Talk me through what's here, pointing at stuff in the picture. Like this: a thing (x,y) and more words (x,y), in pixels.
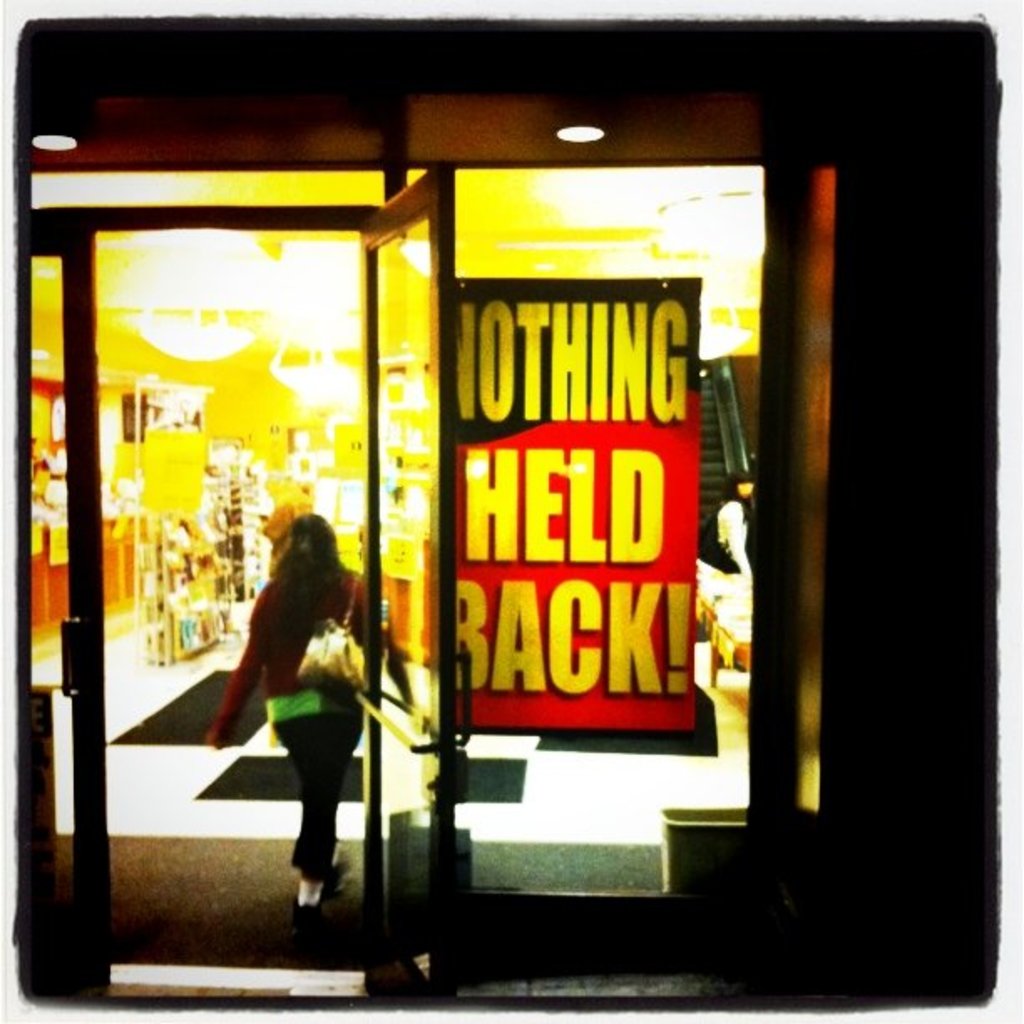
In this image I can see a woman (288,654). In the background (227,515), I can see some objects (195,521). At the top (173,332) I can see the lights (173,335).
